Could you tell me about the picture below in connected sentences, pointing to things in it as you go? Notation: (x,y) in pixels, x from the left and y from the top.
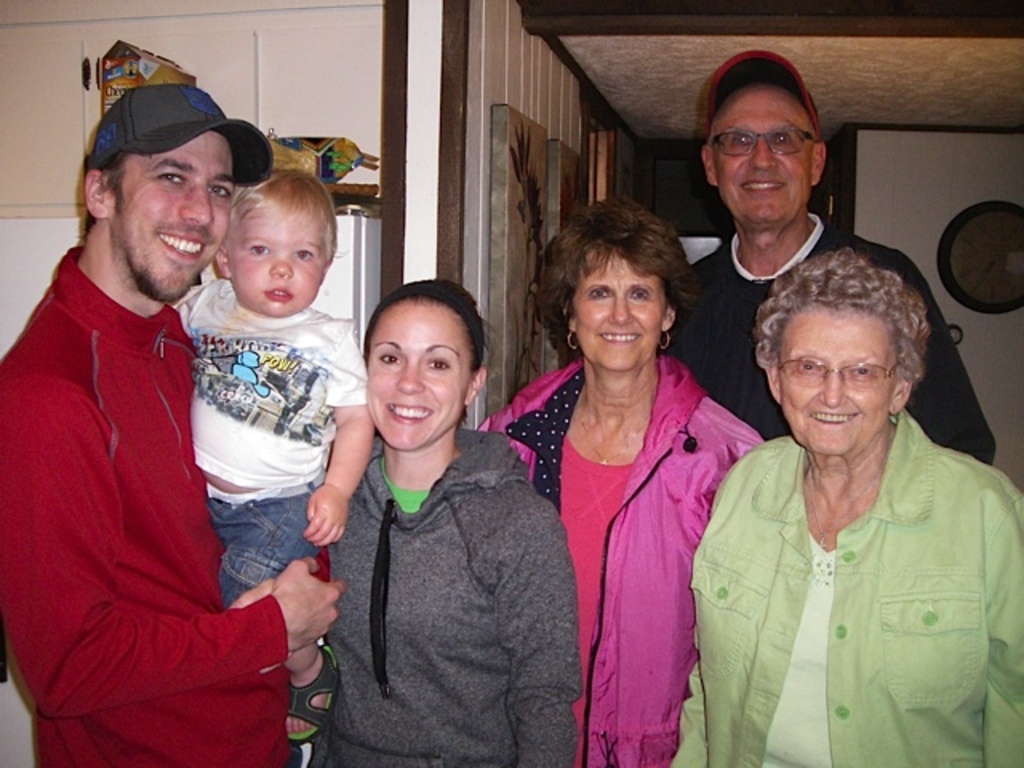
In this image I can see the group of people (546,498) with different color dress (538,456). I can see two people (125,99) with caps (776,78). In the background (524,254) I can see the frames (529,261) to the wall (932,254). And I can see the clock (947,274) to the right (997,243).
